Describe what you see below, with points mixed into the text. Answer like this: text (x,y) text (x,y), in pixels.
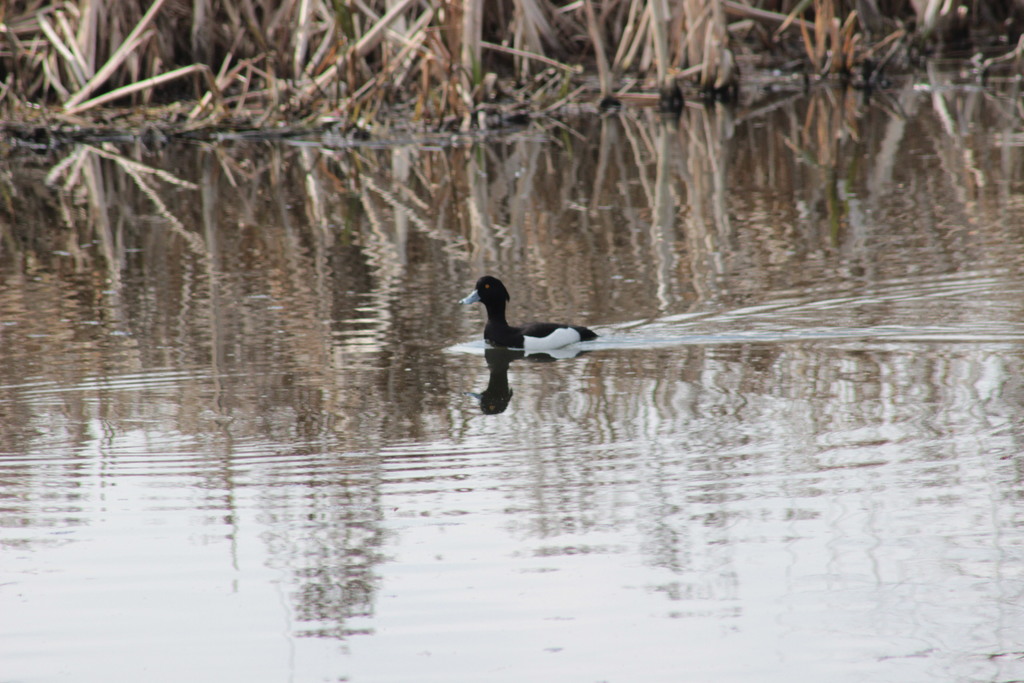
In this image I see a duck (555,345) which is of white and black in color and I see the water (389,238). In the background (341,10) I see the plants (336,31).
